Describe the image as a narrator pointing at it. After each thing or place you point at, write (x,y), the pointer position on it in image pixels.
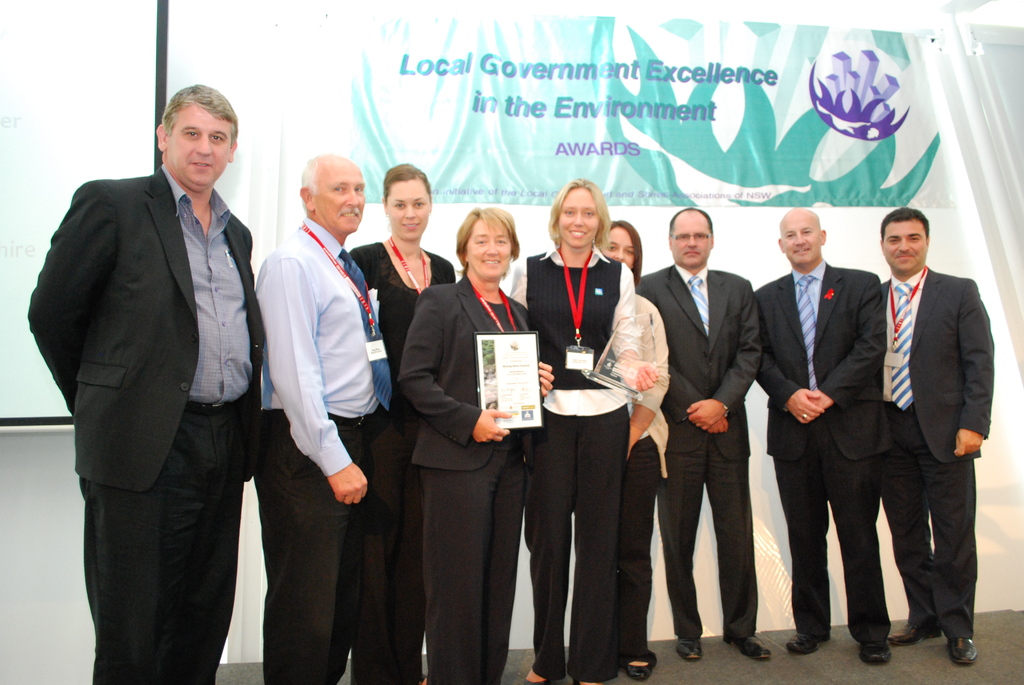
In this picture we can see a group of people (702,301) standing and smiling. There are two women (583,391) who are holding awards (519,407) in their hands (481,422). A projector (13,281) is visible on the left side (83,118). We can see a poster (680,58) in the background (781,67).
